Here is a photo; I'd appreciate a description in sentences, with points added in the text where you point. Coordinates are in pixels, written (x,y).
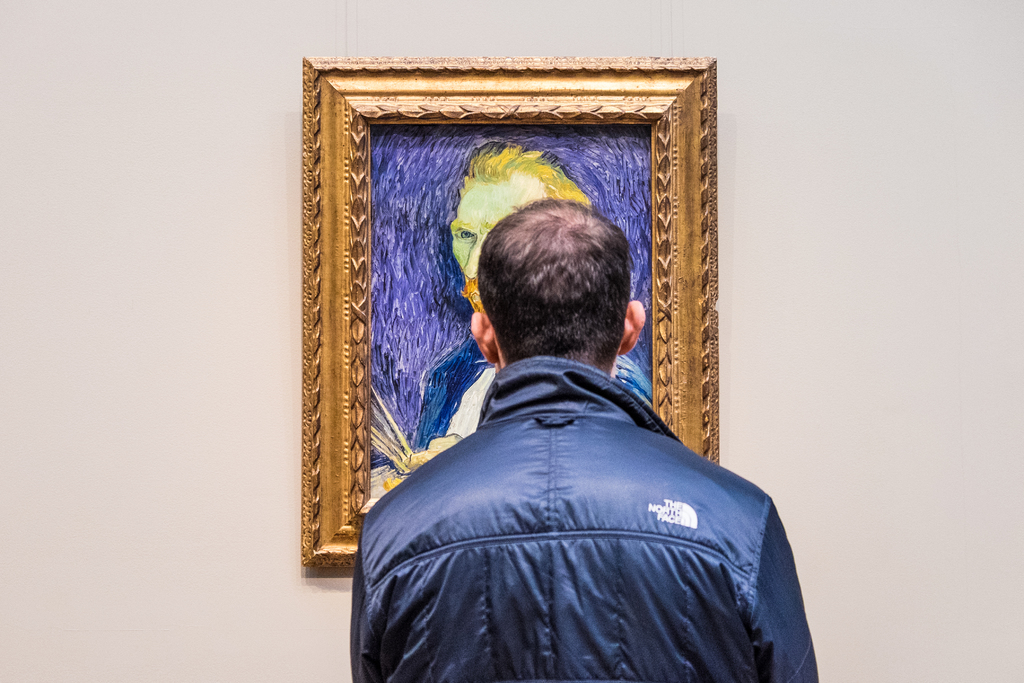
Here in this picture we can see a person (533,331) who is wearing a jacket (453,511), standing over a place and in front of him on the wall (698,55) we can see a painting (696,92) present and he is watching it.
